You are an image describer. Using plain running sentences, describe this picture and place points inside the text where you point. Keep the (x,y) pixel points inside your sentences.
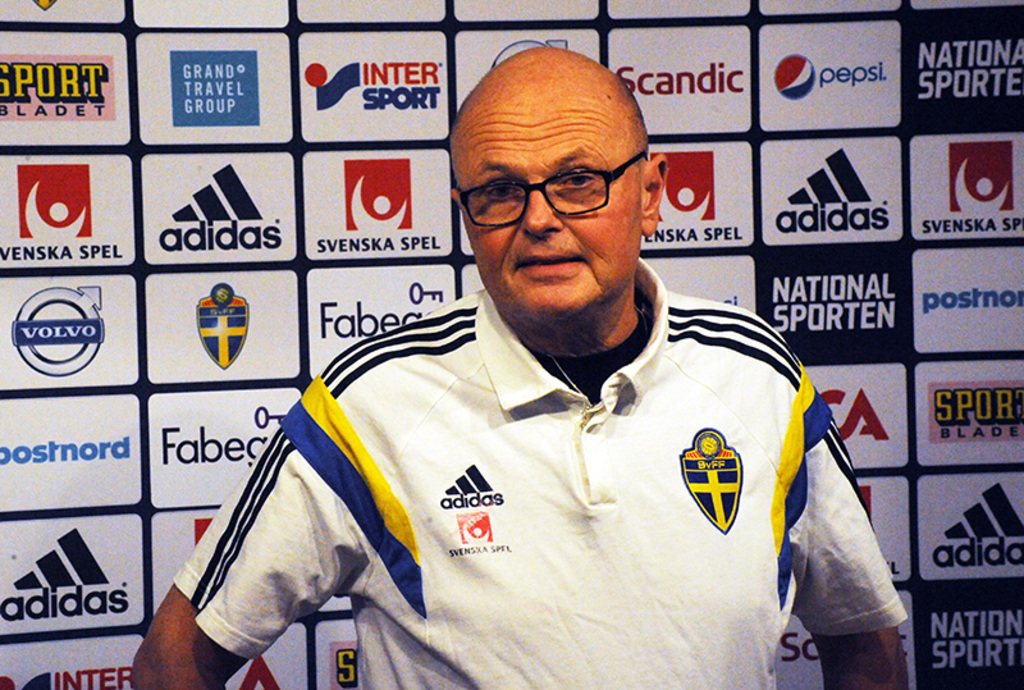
There is a person (540,436) wearing a specs (492,183). In the back (228,165) there is a wall (278,110) with logos (48,75) of different brands.
